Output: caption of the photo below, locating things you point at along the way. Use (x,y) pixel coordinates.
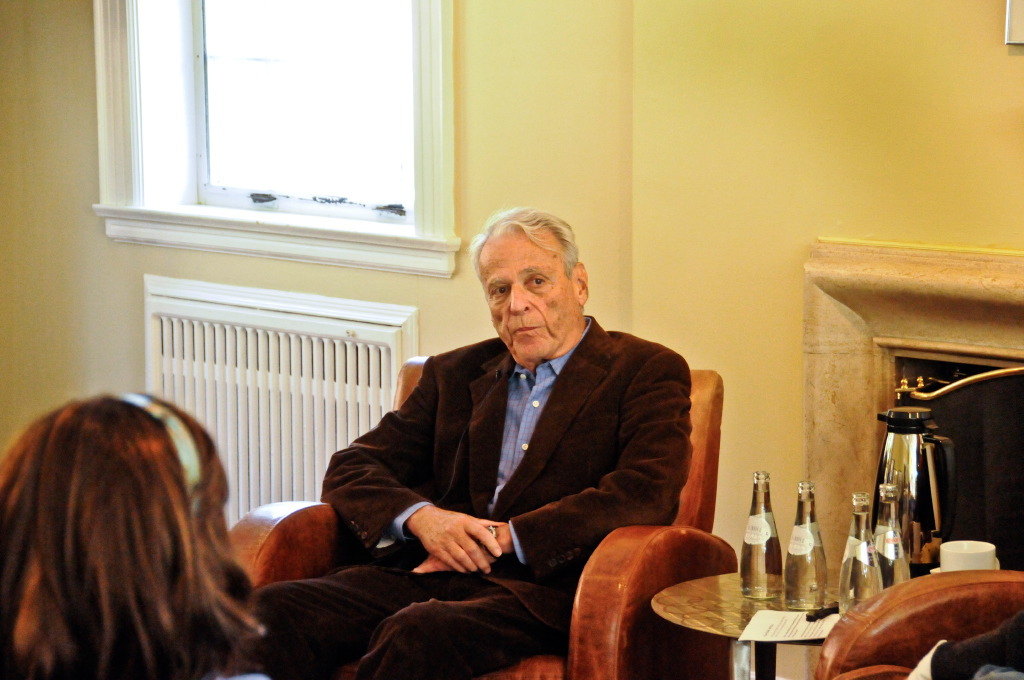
As we can see in the image there is a yellow color wall (652,101), window (342,56), two people (592,420) sitting on sofas (718,644) and a table (707,631). On table (773,573) there are bottles (895,561) and cup (957,555).
